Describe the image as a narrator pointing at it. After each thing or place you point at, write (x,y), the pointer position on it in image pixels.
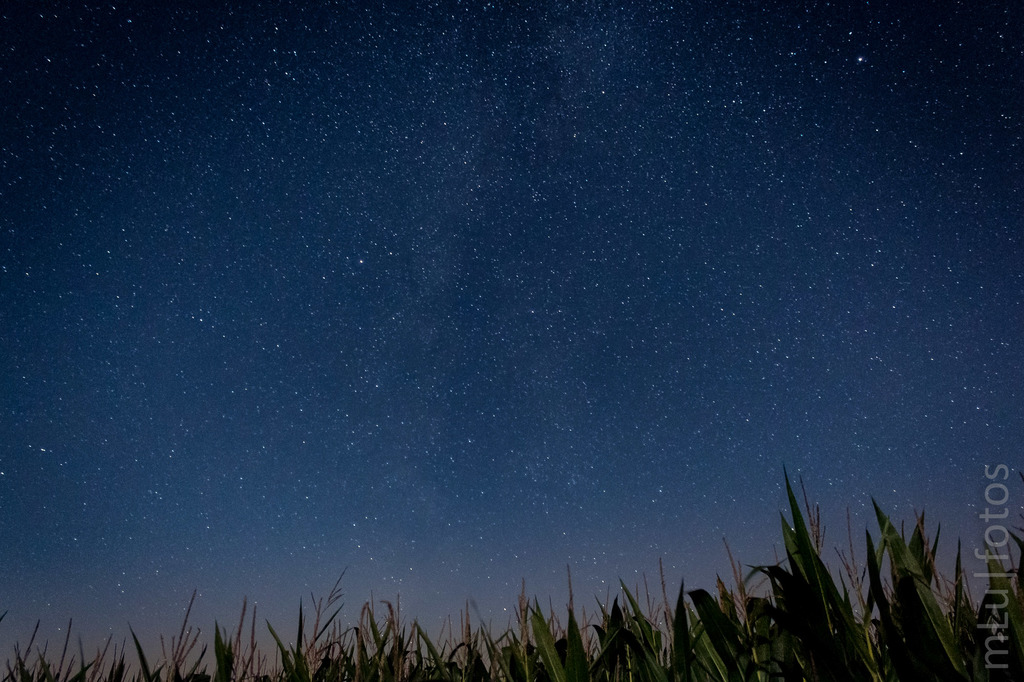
In this image there are some plants (681,671) on the bottom of this image (519,632) and there is a sky (305,607) in the background (511,372). there is a watermark (983,615) on the bottom right corner of this image (989,532).
